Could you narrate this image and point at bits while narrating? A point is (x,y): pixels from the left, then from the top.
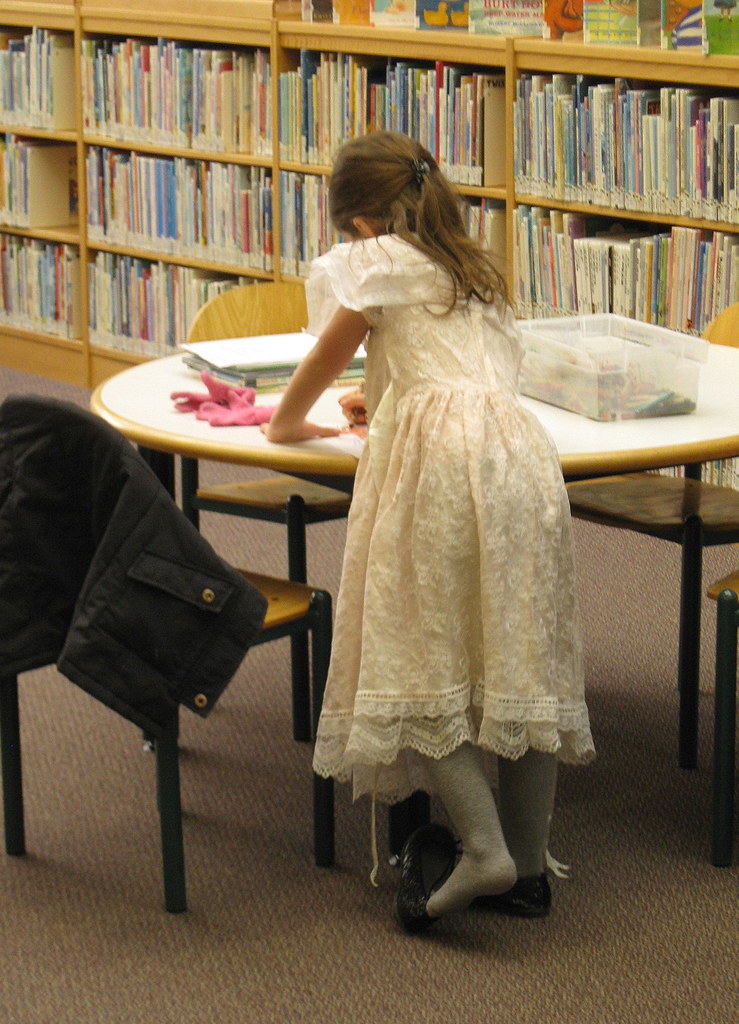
In the center of the image (284,448) there is a table (353,469). There is a girl (538,461) standing and writing on a paper (347,450) next to her there is a chair (309,618). In the background (185,135) there are shelves (150,246). There are many books (168,236) which are placed in the shelves (526,153).
